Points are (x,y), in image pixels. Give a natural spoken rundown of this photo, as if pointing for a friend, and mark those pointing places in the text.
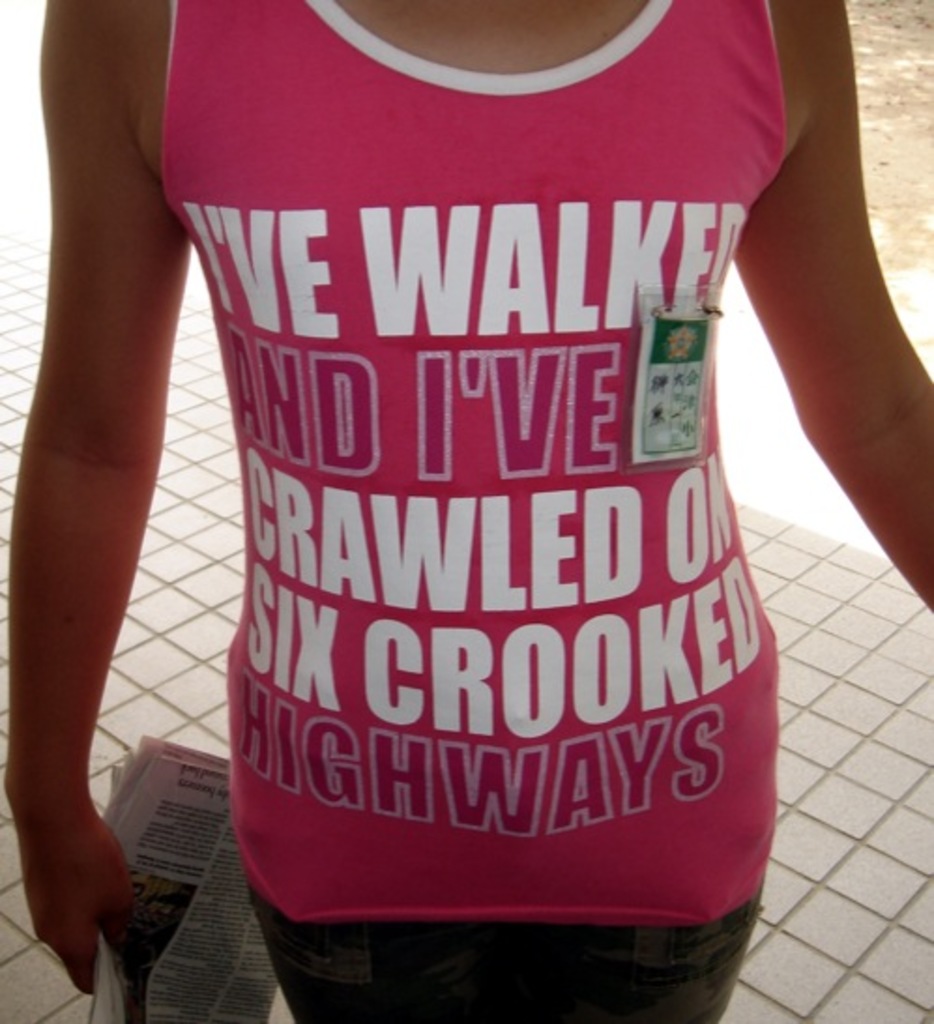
There is a person (430,124) wearing pink dress (522,251) with something written on it. Also wearing a badge (641,361) and holding a newspaper (176,868). In the background (169,718) there is a floor (224,639).
